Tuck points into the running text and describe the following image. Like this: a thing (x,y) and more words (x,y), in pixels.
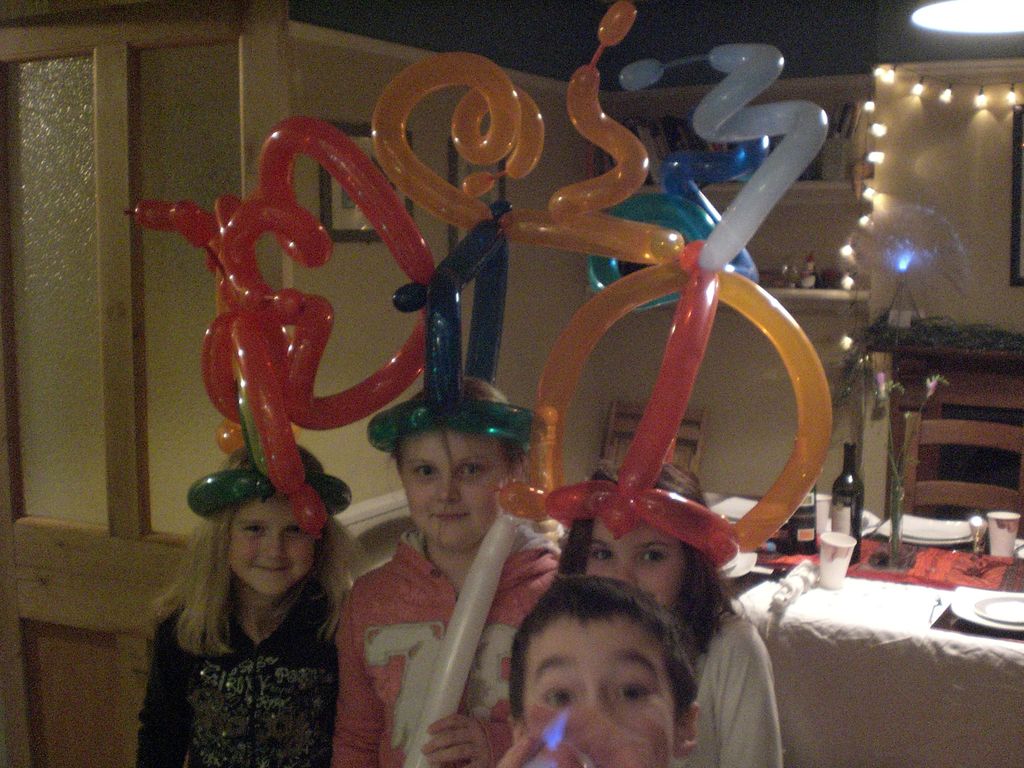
This image consists of 4 children (445,587) at the bottom (367,667). They are holding balloons (541,448). There are lights (1012,15) in the top right corner (920,7). There is a table (879,602) on the right side (896,592). There is a chair (974,485) near the table (945,566). On the table (901,587), there are bottle (841,529), glass (824,549), plates (972,620). There is a door (112,302) on the left side (37,390).
